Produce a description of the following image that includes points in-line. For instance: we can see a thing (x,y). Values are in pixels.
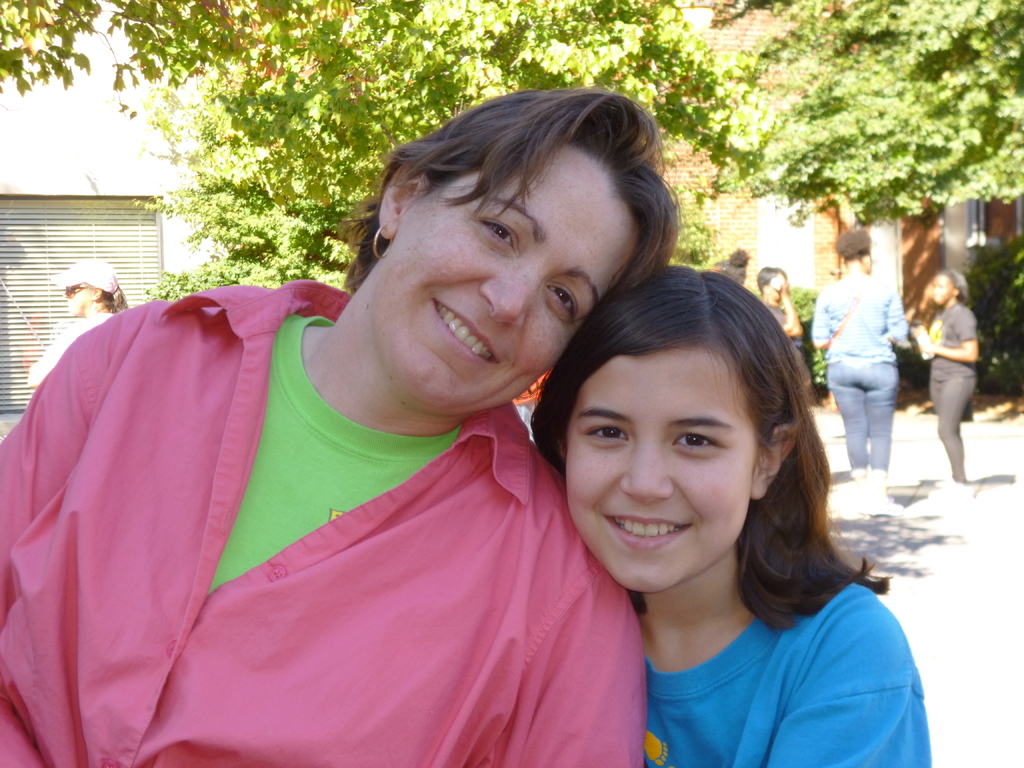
In the foreground of the picture (349,375) there is a women (453,466) and a girl (676,657), with smiley faces (528,371). In the center of the picture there are trees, group of people (861,313), plants (903,367) and other objects (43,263). On the left (89,318) there is a woman (79,301). In the background (50,125) there are buildings (73,119).
